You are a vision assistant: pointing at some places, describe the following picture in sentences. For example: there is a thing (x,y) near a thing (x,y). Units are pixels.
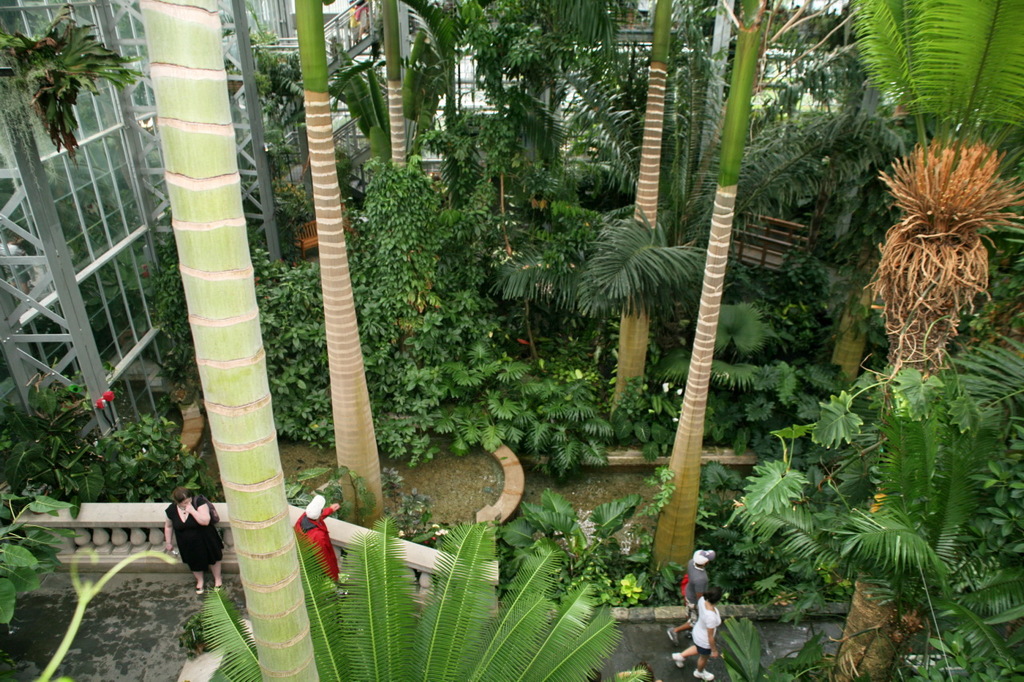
In this picture I can see many trees (964,482), plants (567,315) and grass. At the bottom (188,526) there is a woman (189,502) who is standing, beside her there is another woman (326,549) who is standing near to the concrete fencing (412,565). In the bottom right (694,588) there are two persons (693,606) were walking.
